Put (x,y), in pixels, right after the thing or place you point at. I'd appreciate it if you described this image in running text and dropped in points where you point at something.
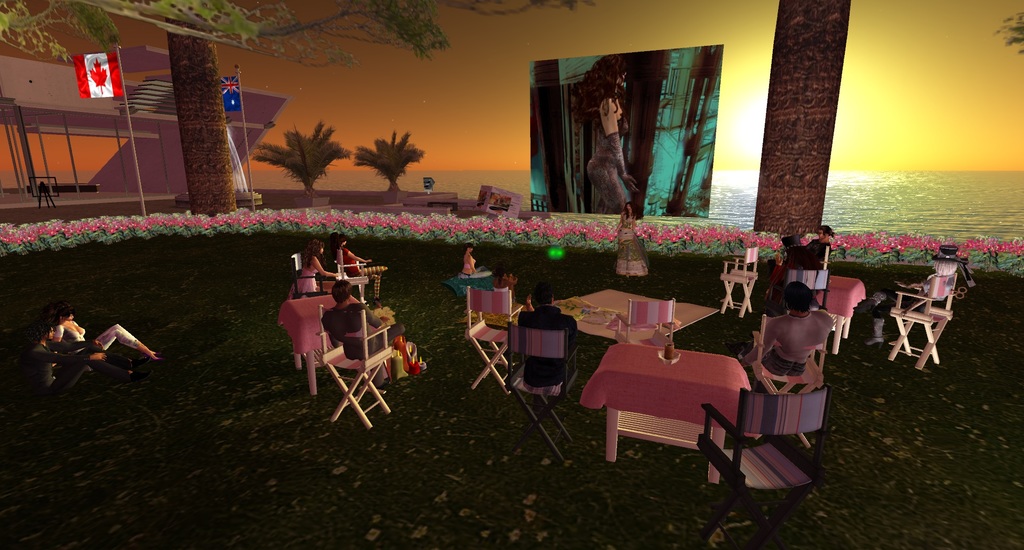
It is an animated image, we can see a group of people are sitting on chairs (328,354) and in front of the people (356,310) there is a screen (653,134), trees (197,168), water (850,194) and a sky (943,117).
